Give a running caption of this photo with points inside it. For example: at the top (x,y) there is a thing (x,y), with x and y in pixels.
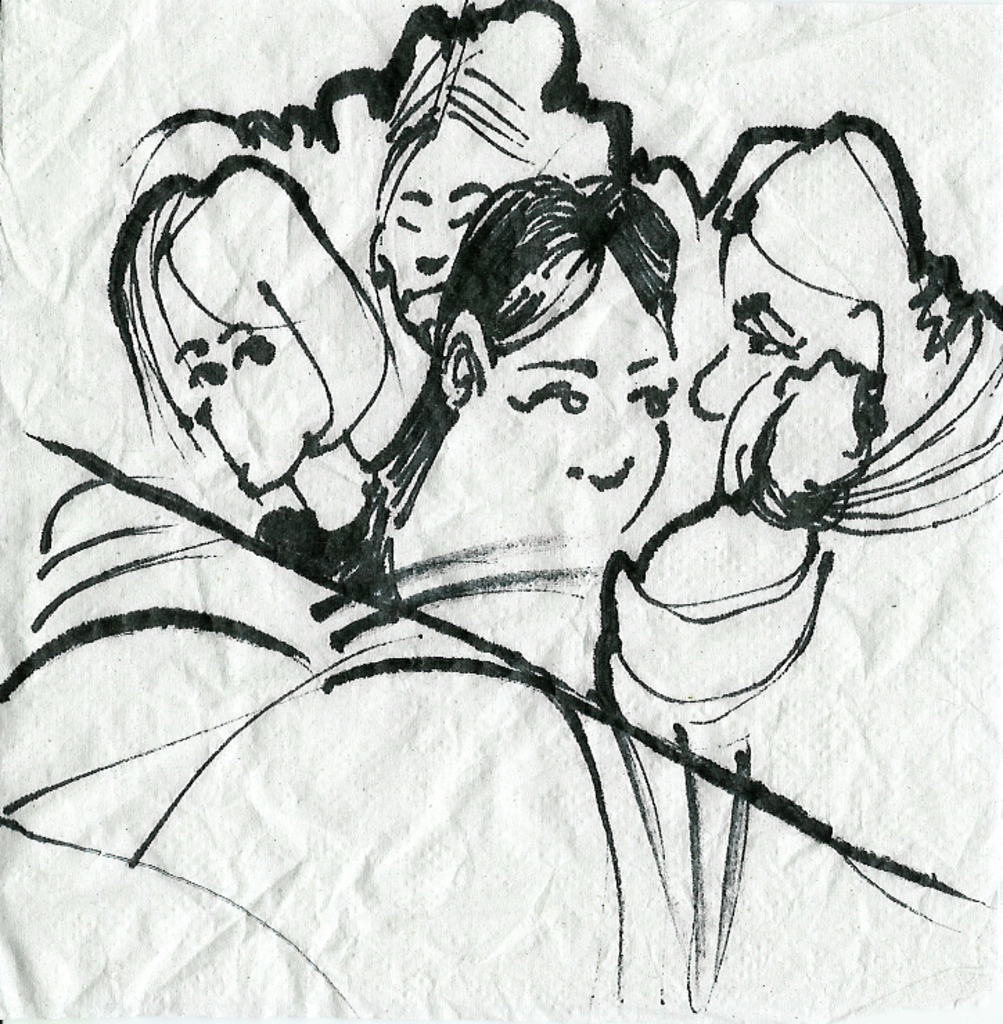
This picture contains the drawing (560,569) or the sketch (604,674) which is drawn on the white paper (576,610).
